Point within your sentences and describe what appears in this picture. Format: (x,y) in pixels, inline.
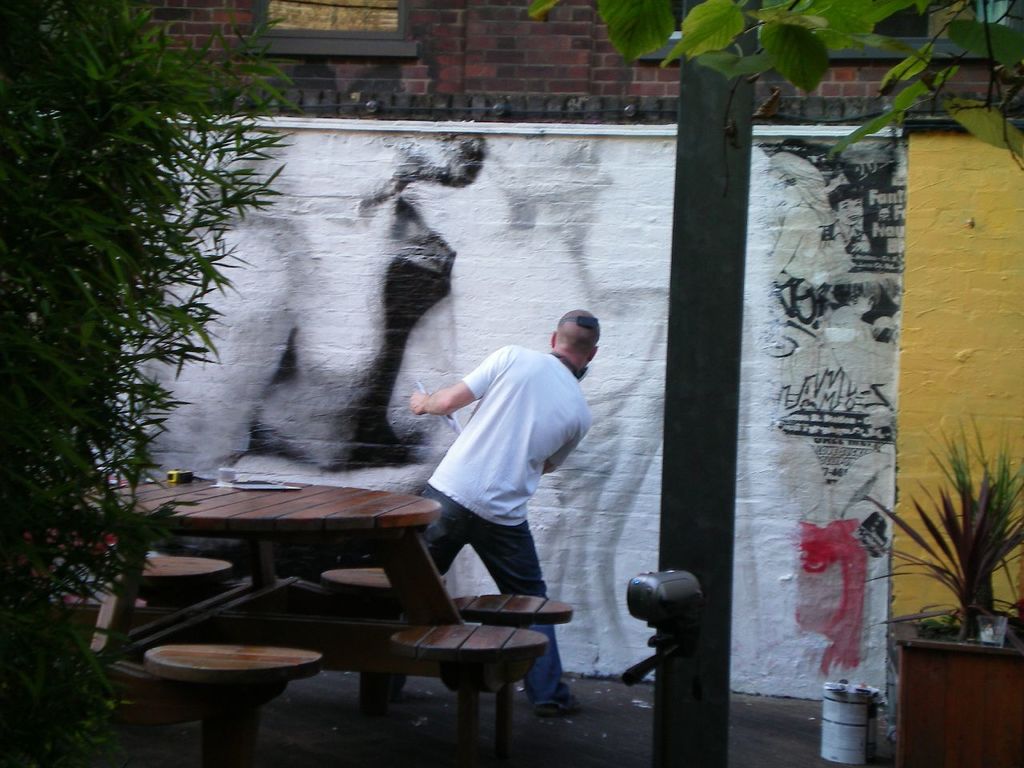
Around this table (298,519) there are chairs (521,615). This person (506,508) wore white t-shirt (501,497) and standing. This is building (381,54) with window (309,25). We can able to see plants (916,616) and tree (47,289). A painting (784,376) on wall (810,460).
